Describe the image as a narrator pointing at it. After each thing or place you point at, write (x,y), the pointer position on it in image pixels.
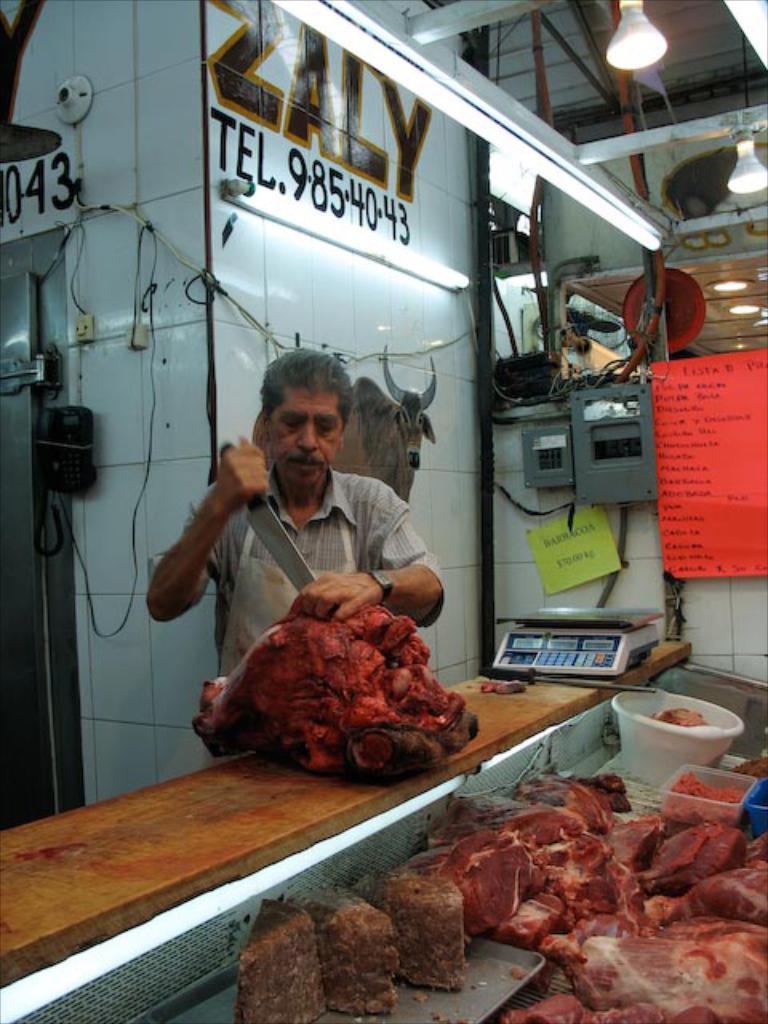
This picture might be taken inside the room (352,464). In this image, on the right side (558,950) corner, we can see a meat (614,979) and some bowls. In the middle of the image (377,594), we can see a man (360,486) standing and he is also holding a knife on one hand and holding meat (329,659) on other hand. In the background (609,628), we can see a weight machine (627,635), some charts (669,545), wires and a door (31,593). On the top (464,114), we can see a roof (592,103) with few lights (621,63).
